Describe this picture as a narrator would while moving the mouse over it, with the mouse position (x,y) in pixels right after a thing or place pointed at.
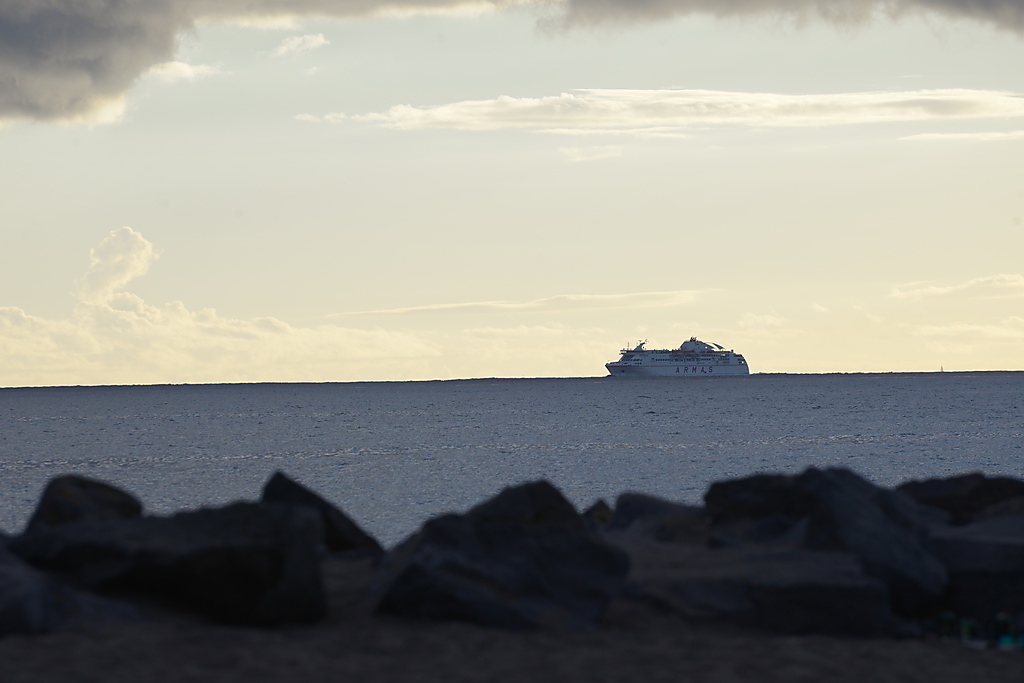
In this picture we can see white cruise ship (639,360) in the water (444,450). In the front (421,590) there are some stones (788,568). On the top (376,155) we can see the sky (440,241) and clouds (605,150).
